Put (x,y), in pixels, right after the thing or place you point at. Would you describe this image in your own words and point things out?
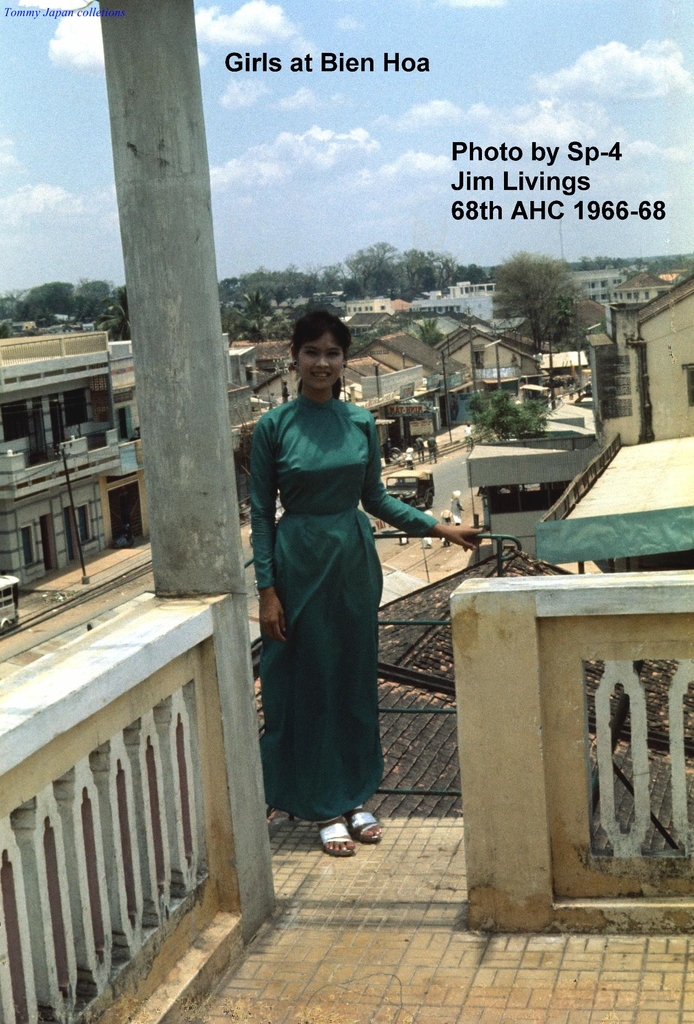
In this image we can see a person (358,760) wearing green dress (358,666) is standing near the wall (490,768). Here we can see a pillar (233,622), buildings (66,390), trees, vehicles (424,497) moving on the road (440,497) and sky (233,90) with clouds (236,159) in the background (391,159). Here we can see some edited text (306,67).
